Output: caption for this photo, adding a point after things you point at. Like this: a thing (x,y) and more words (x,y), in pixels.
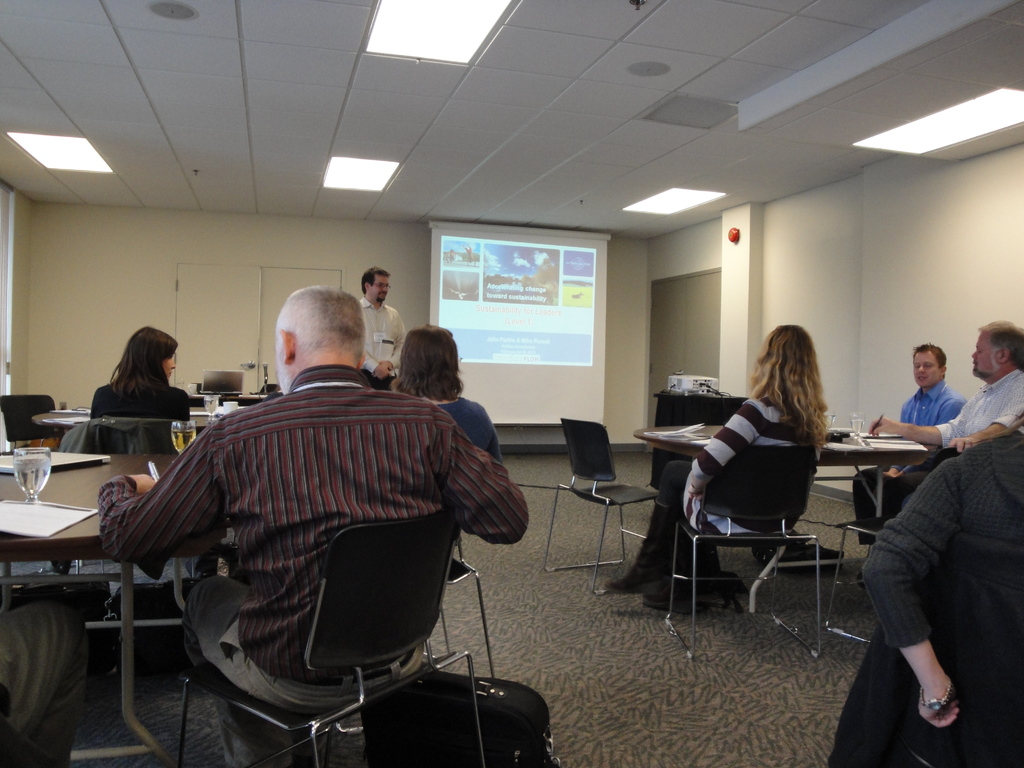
A group of people (328,522) are sitting in the chairs (322,618). A person (367,312) is standing in the middle (369,290). At the top (427,50) there is a light (404,49).
